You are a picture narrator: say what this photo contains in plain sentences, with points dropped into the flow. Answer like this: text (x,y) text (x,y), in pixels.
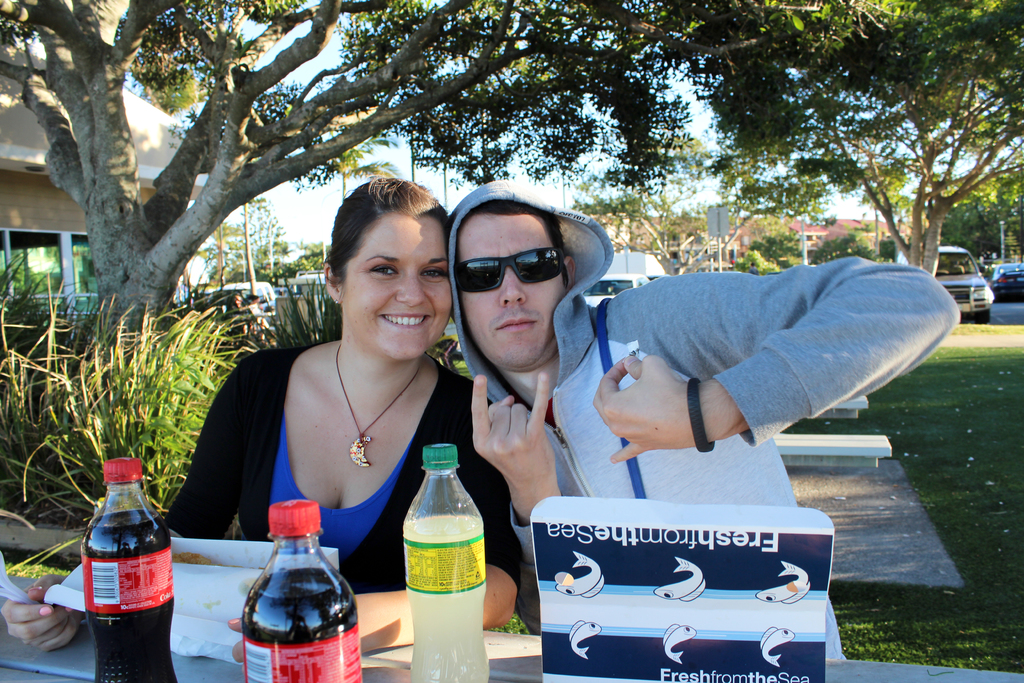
In this image i can see a man (533,393) and a woman (459,429) sitting on chairs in front of a table (848,669). In the table (75,679) i can see few bottles (334,584). In the background (231,172) i can see a building (46,208), few trees (783,245) and few vehicles (957,287).
